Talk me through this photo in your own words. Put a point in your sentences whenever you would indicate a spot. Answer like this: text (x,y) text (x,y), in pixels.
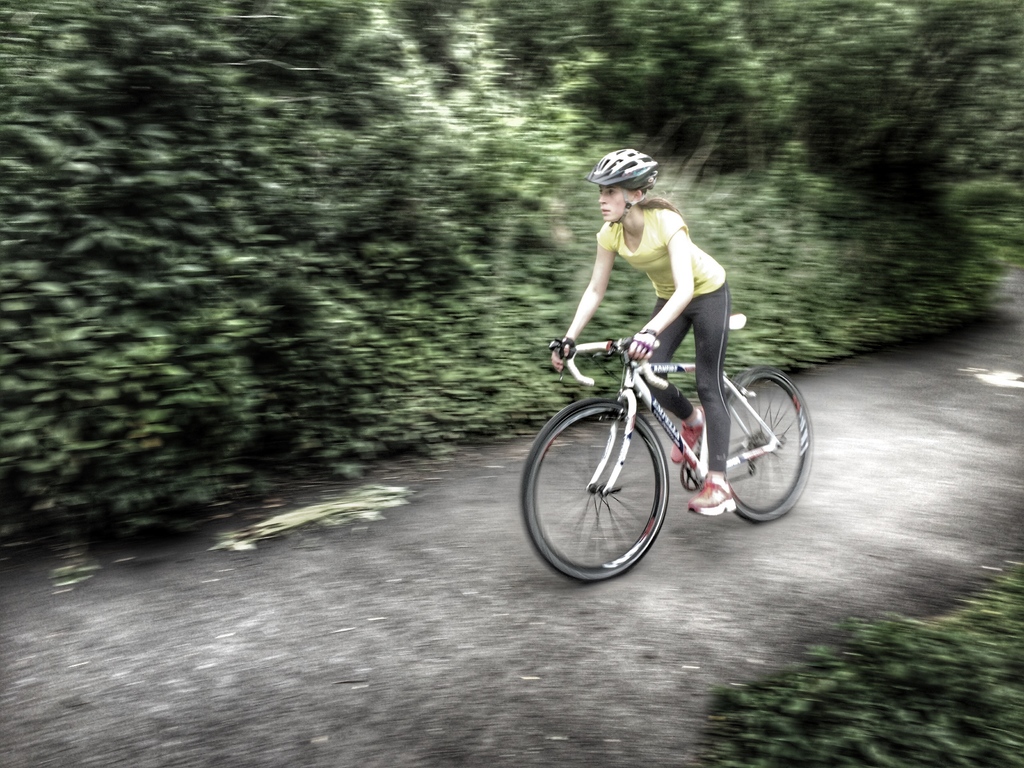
In this image we can see the women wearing yellow color T-shirt (623,235), helmet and shoes (721,499) is riding the bicycle (608,509) on the road (516,641). The background of the image (28,249) is slightly blurred, where we can see the trees (538,102).
